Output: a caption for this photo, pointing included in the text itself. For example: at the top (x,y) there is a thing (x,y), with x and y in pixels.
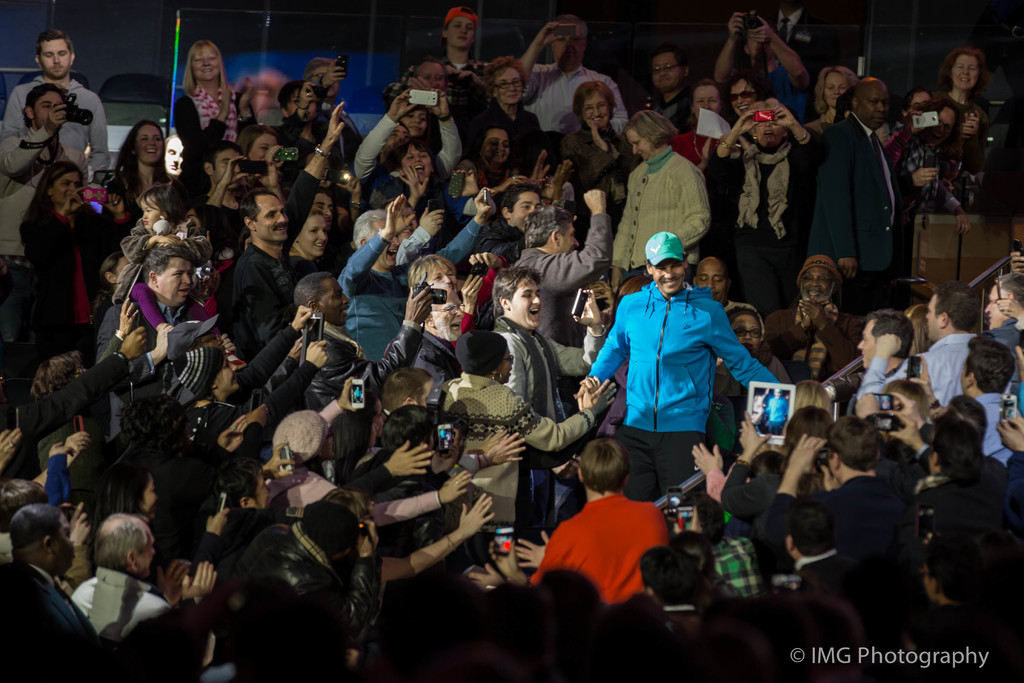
In this picture I can see group of people (324,219) standing and holding the cameras (883,395) and mobiles (1007,396), there are iron rods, chairs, and there is a watermark (955,655) on the image.
